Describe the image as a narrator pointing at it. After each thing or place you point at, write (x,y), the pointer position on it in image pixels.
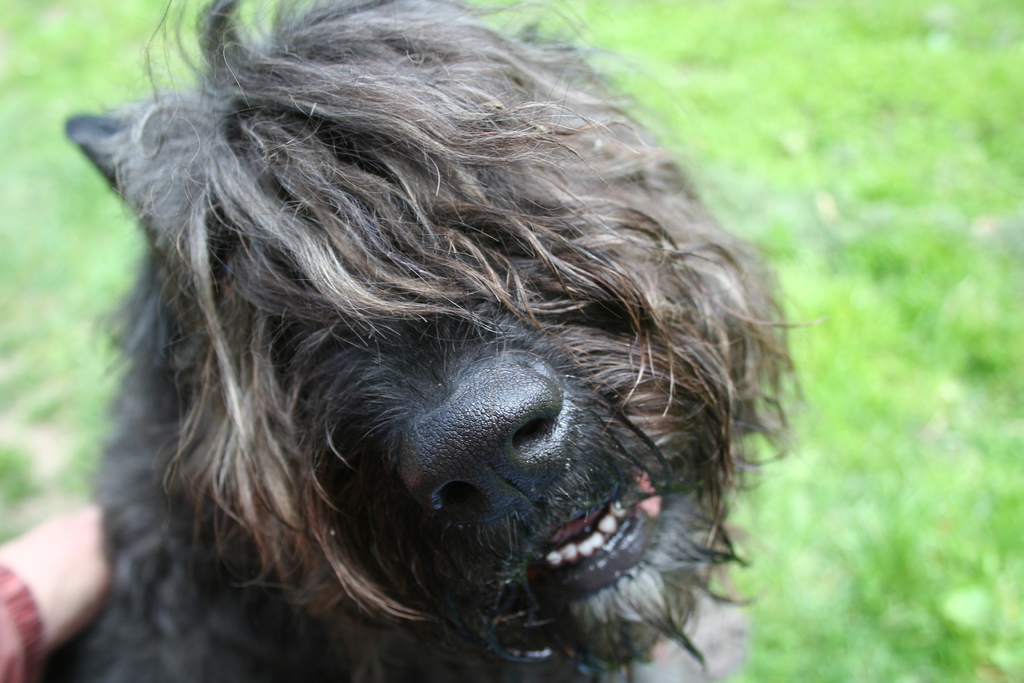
In this image, we can see an animal (580,384) and in the background (838,240), there is ground (843,411) and we can see a person's hand (41,566).
